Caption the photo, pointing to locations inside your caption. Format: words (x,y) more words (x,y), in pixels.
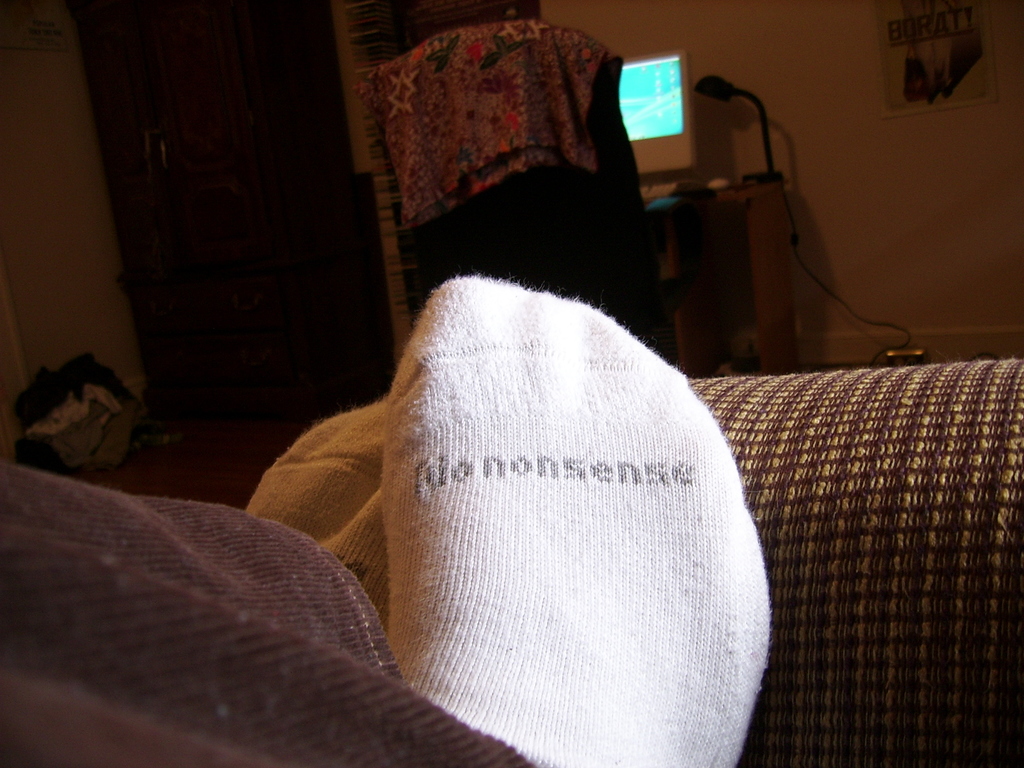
This is the picture of the person legs (566,561) to which there are socks (704,504) and also we can see a screen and some other things (341,267) around.
